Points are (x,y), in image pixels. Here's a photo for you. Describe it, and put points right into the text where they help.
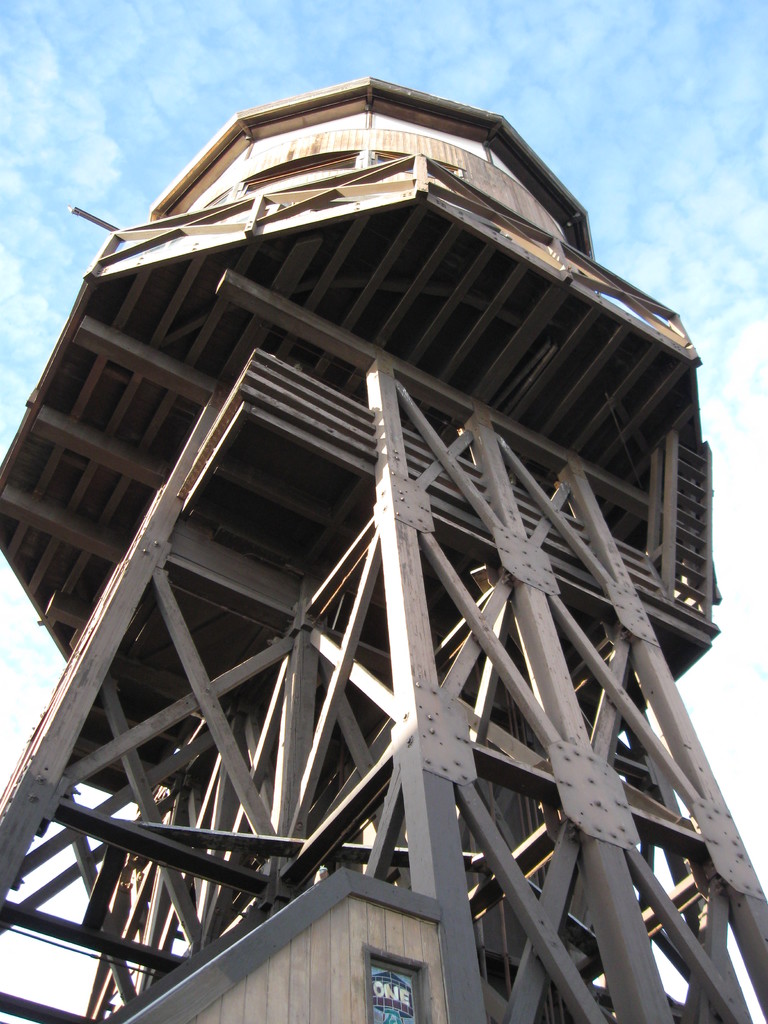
In this image there is a tower (326,456) having few metal rods (383,853) attached to roof (451,320). Background (5,181) there is sky (749,88) with some clouds (694,325).
